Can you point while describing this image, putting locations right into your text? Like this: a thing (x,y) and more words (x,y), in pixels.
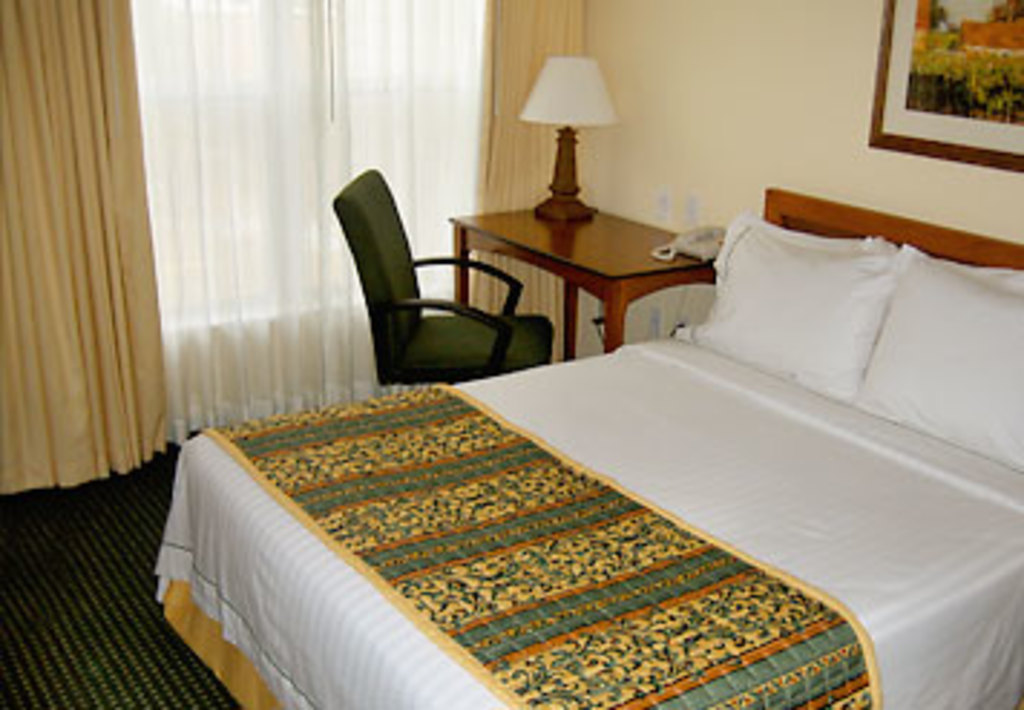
This image is clicked inside a room (136,700). There is the bed (579,443) in the middle (629,394). There are pillows (762,343) on bed (789,227). There is a table (464,299) and chair (436,262). On the table (514,214) there is light (558,204). There are curtains (434,149) in the middle (440,238). There is a photo frame (922,102) in the top right corner (924,92).
